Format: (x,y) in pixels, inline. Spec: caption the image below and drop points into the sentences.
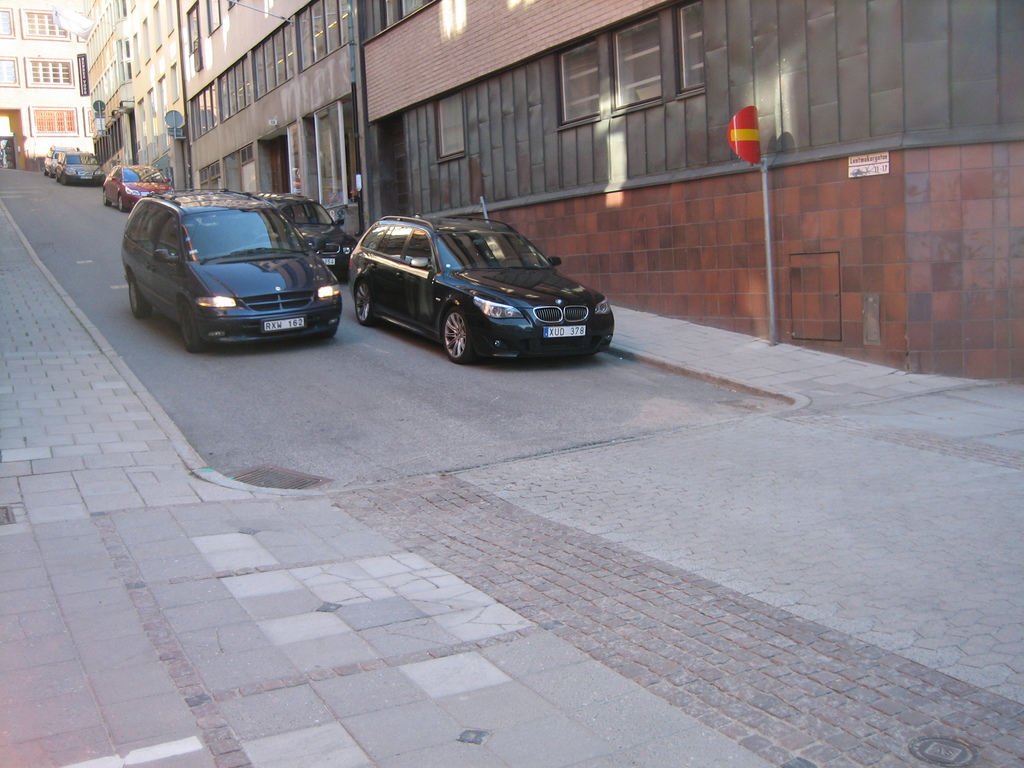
In this picture I can see there are few cars (279,235) parked on the right side of the road (198,435), there are few buildings (368,95) with windows (565,57).
